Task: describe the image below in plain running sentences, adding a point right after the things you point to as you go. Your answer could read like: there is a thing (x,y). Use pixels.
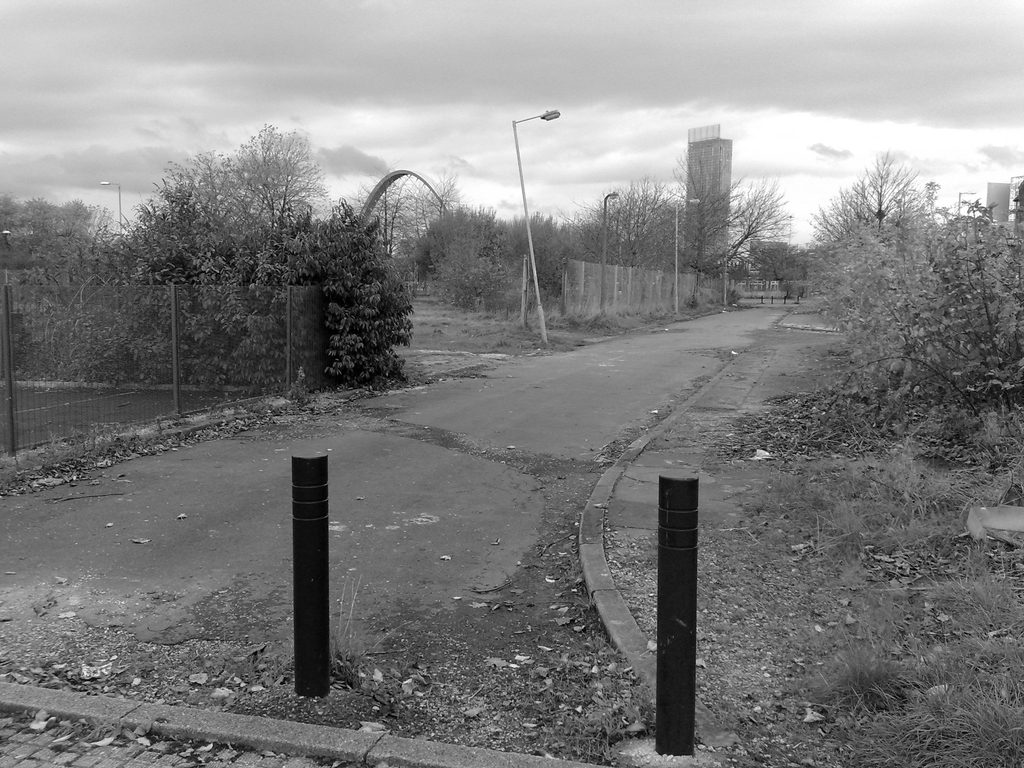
In this picture I can see trees (759,274) and few pole lights (676,247) and I can see buildings (1005,195) and a metal fence (316,304) on the left side (258,320) and couple of metal poles (303,572) and I can see a cloudy sky (729,129) and grass (872,543) on the ground (904,518).
